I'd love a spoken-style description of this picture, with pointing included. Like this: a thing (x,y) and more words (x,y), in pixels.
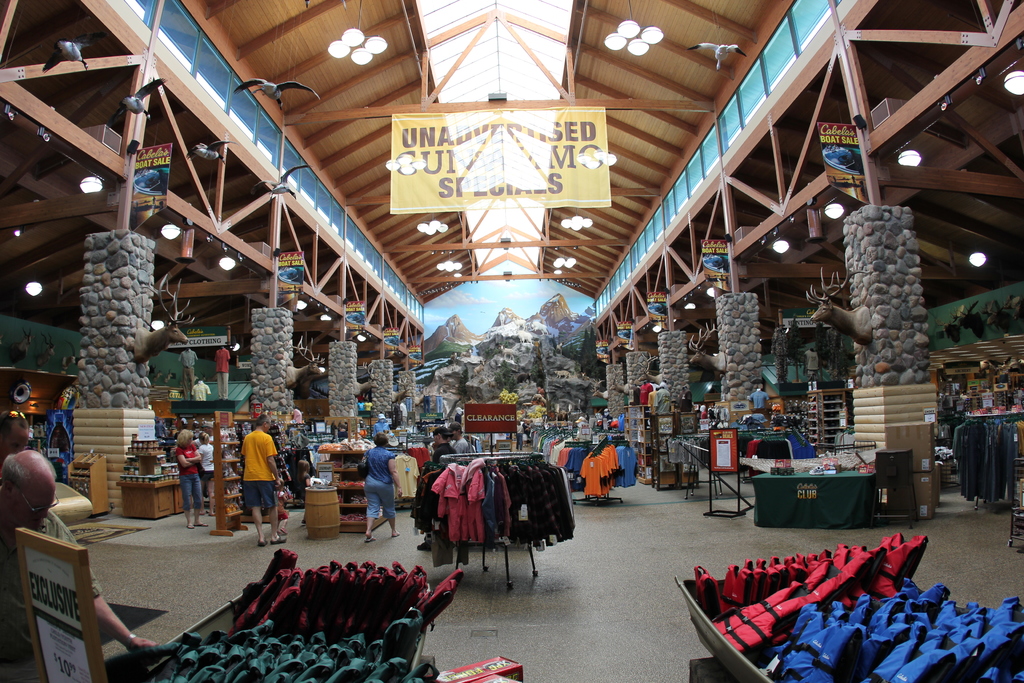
In this image we can see the people (262,441). We can also see the closet (463,462), clothes (487,524), text boards (84,664), banner (548,159) with the text (535,193) and also the stone pillars (889,234) with the depiction of animals (710,369). We can also see some tables (855,479) with some objects (831,463). In the background (504,355) we can see the frame (498,314). At the top (366,89) we can see the lights (618,50) and also the roof (585,69) for shelter.
